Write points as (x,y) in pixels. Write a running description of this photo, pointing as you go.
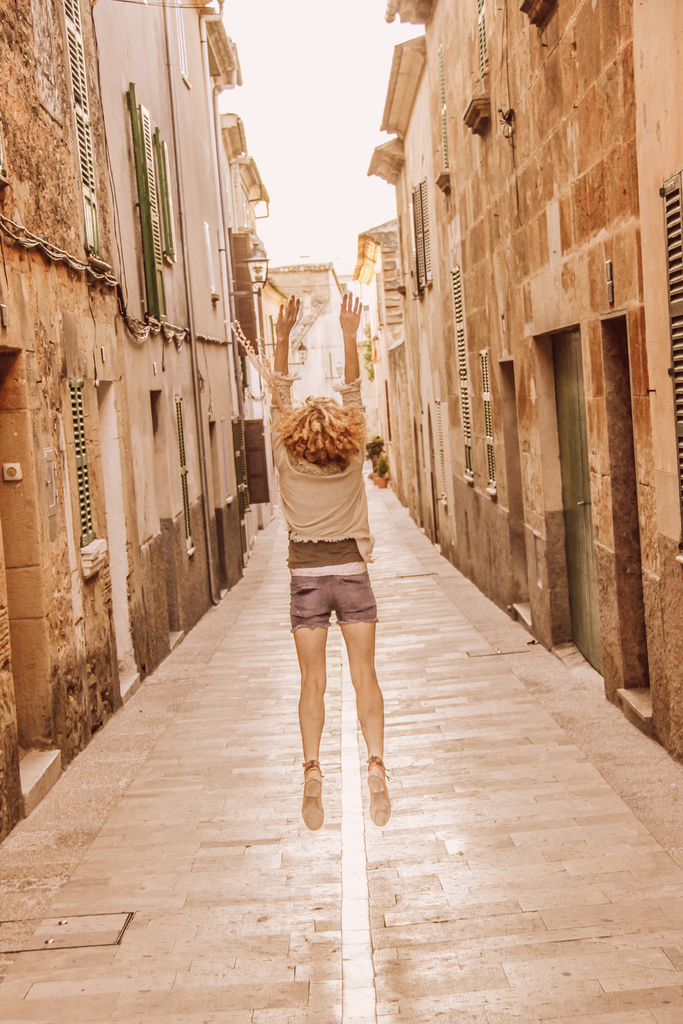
In this image on the right side (510,364) and left side (162,466) there are some houses (225,428) and in the center (352,510) there is one woman (325,618) who is jumping, at the bottom (349,717) there is a walkway (443,792).
